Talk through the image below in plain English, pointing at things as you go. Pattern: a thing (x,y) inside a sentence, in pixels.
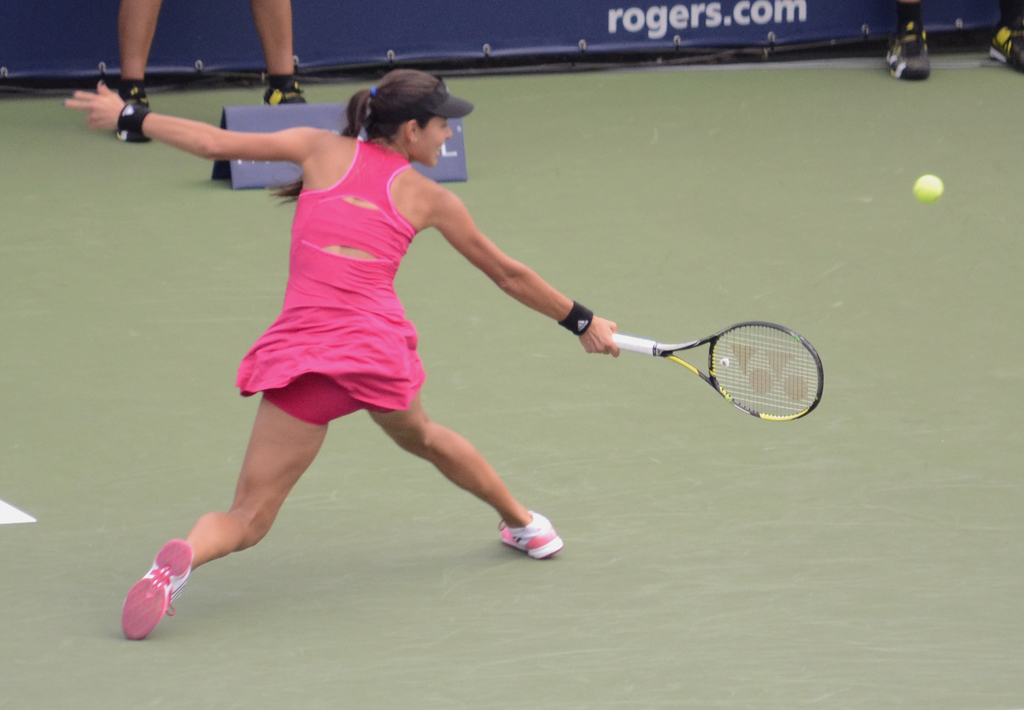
There is a ground (842,278). In this ground (782,466) she plays tennis. She wearing cap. On the left side (278,32) we have a person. We can see in background (592,238) banner (617,14) and ground (835,272).
